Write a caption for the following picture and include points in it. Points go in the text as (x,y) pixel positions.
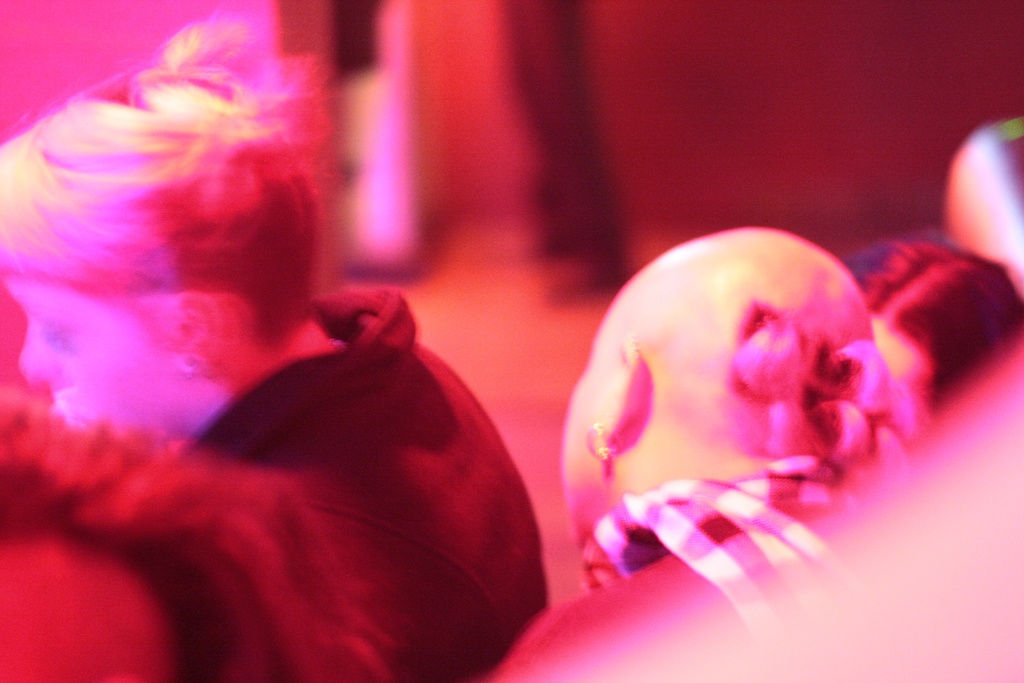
In this picture we can see some light effect (451,293). In the center of the image (639,303) we can see some persons (384,335) are there. In the background (560,146) the image is blur.
